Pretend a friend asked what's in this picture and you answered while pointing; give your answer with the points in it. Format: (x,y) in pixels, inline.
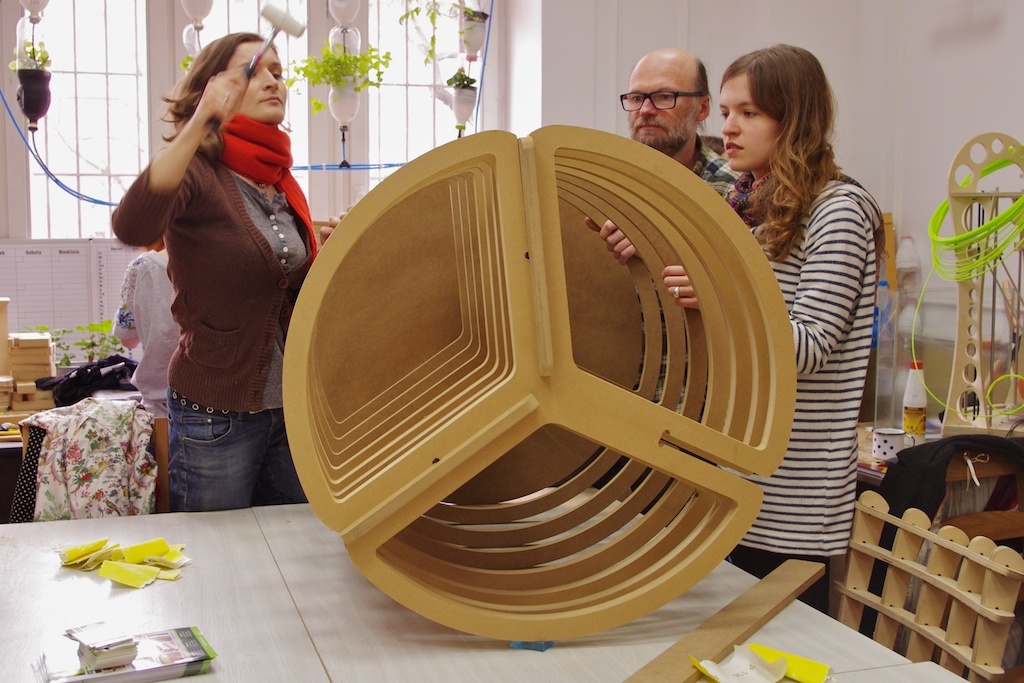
There are two women (742,184) and one man (669,89) standing. This is the table (235,641) with books (159,652), papers (153,556) and a big wooden object (474,481) on it. I can see a cup (877,447), bottle (912,430) and few other objects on the table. These are the clothes (99,444). At background (65,224) i can see windows (96,74). I think these are the bottles (351,46) with plants (347,60) in it.
